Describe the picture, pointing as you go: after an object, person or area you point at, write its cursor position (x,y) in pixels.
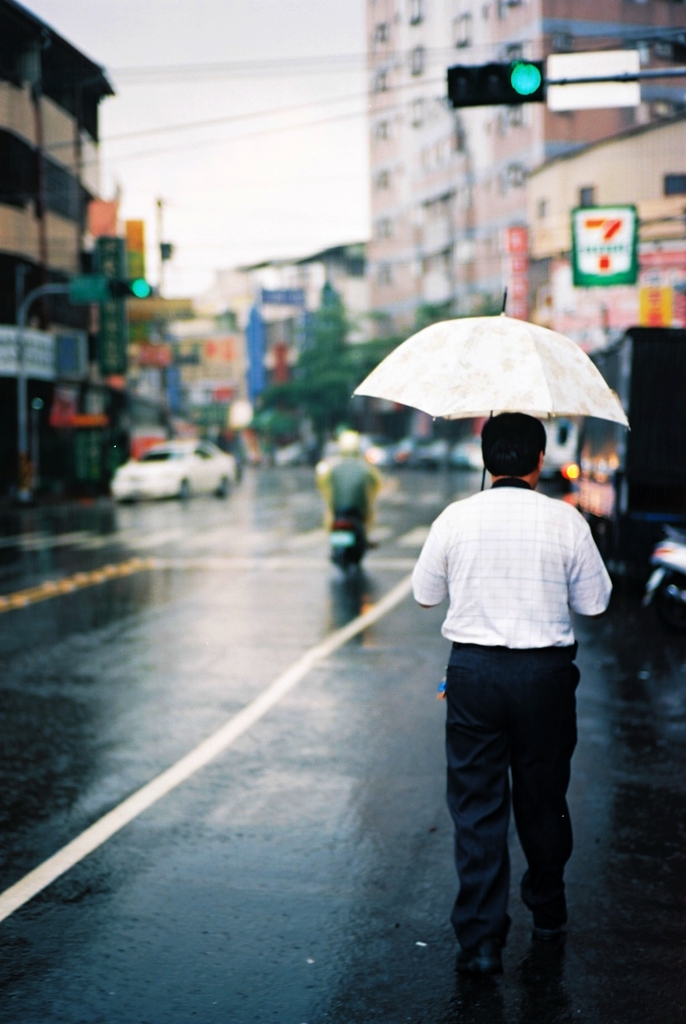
In this picture we can see a man (505,580) is holding an umbrella (484,407) and walking on the road (420,789). In front of the man (527,559) there are some vehicles (557,458) on the road (406,789). On the left (48,337) and right side of the road (456,482) there are poles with traffic signals (485,81), boards (86,292) and cables (389,52). Behind the poles (558,84) there are trees (294,382), buildings (62,222) and the sky (152,50).
